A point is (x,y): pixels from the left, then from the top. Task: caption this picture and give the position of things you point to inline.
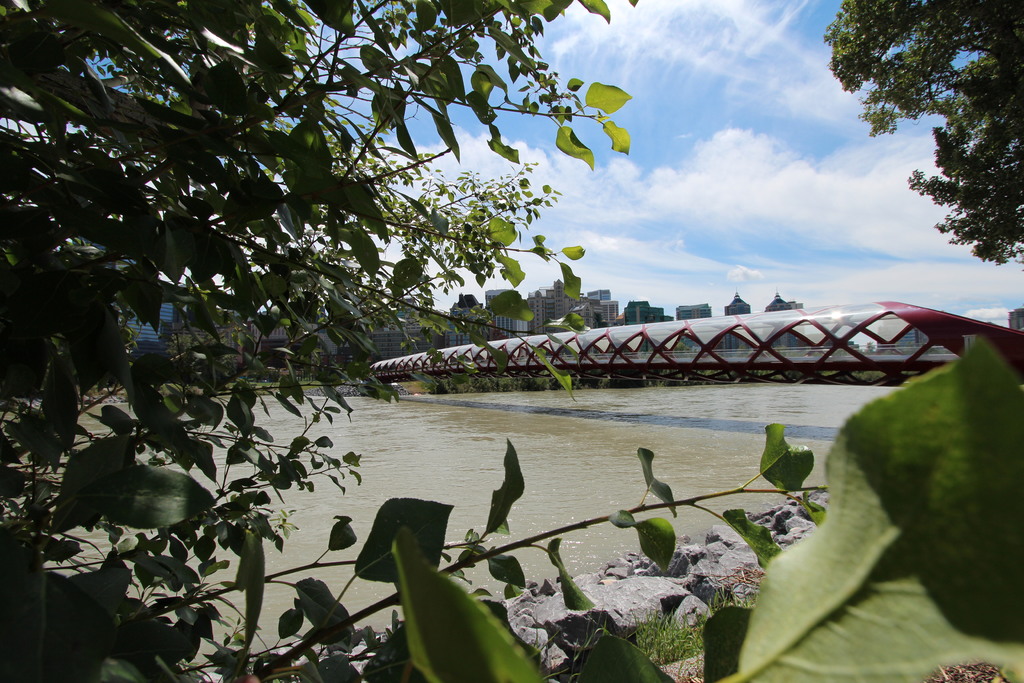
In this image, we can see some plants (787,613). There is a bridge (645,344) on the river (563,506). There are some buildings (642,306) in the middle of the image (391,346). There is a branch (901,76) in the top right of the image (968,78). There is a sky (626,44) at the top of the image (778,81).
